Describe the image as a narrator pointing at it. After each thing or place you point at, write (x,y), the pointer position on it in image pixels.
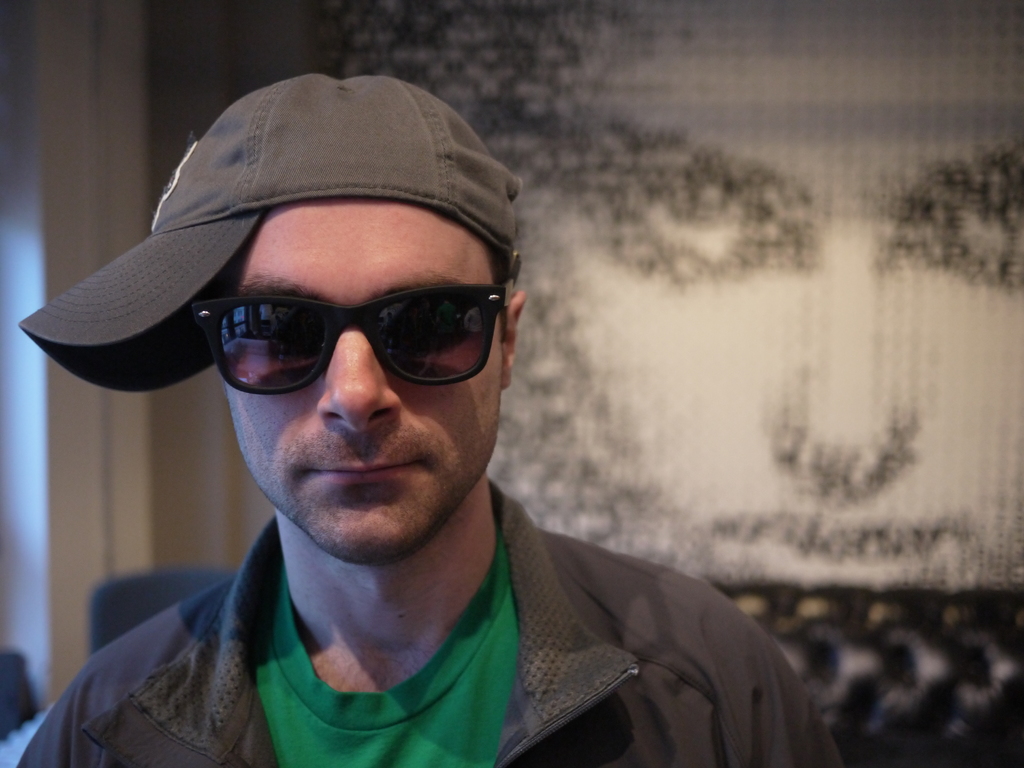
In this image I can see a person (515,637). He is wearing spectacles (273,355). He is wearing a cap (248,236). In the background (735,241) it is looking like a painting (742,421).
